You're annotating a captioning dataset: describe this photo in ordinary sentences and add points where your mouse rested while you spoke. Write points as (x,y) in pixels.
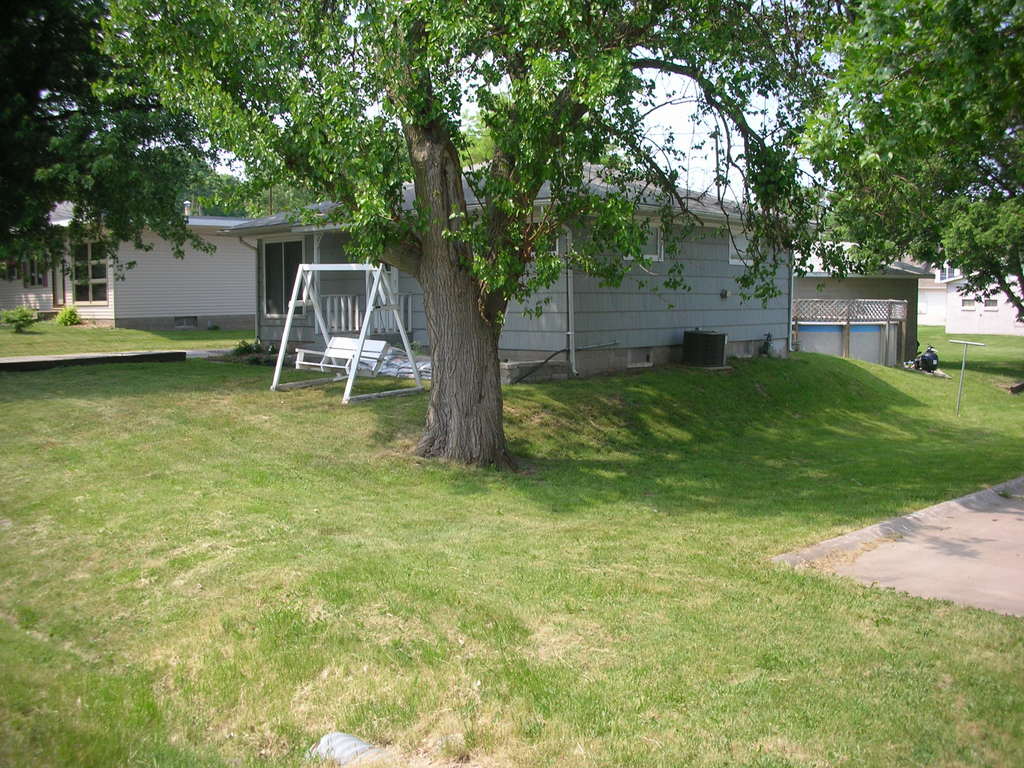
In the center of the image (475,336) we can see trees (464,350), houses (353,312), swinging bench (297,291) are there. At the bottom of the image (424,584) ground (425,518) is there. On the left side of the image (64,325) some plants (22,313) are there. At the top of the image (671,129) sky (671,120) is there.
